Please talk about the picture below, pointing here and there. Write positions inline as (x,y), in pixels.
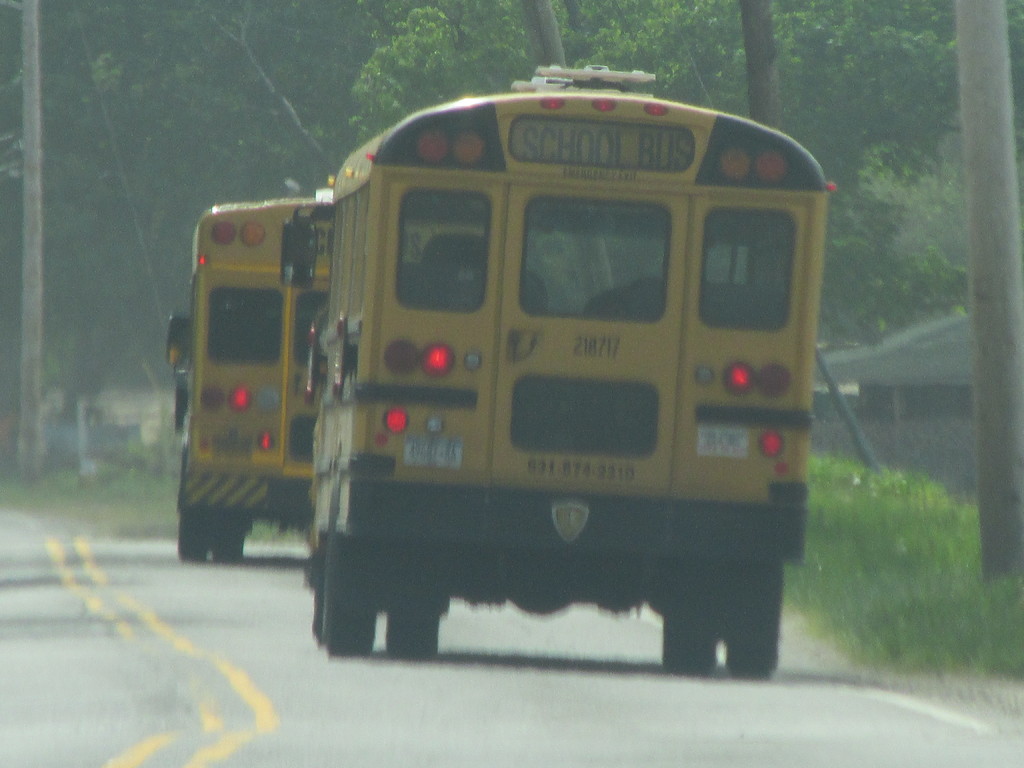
In this image, we can see buses (268,333) on the road (241,568) and in the background (655,59), there are trees (792,114) and we can see sheds (914,366).
